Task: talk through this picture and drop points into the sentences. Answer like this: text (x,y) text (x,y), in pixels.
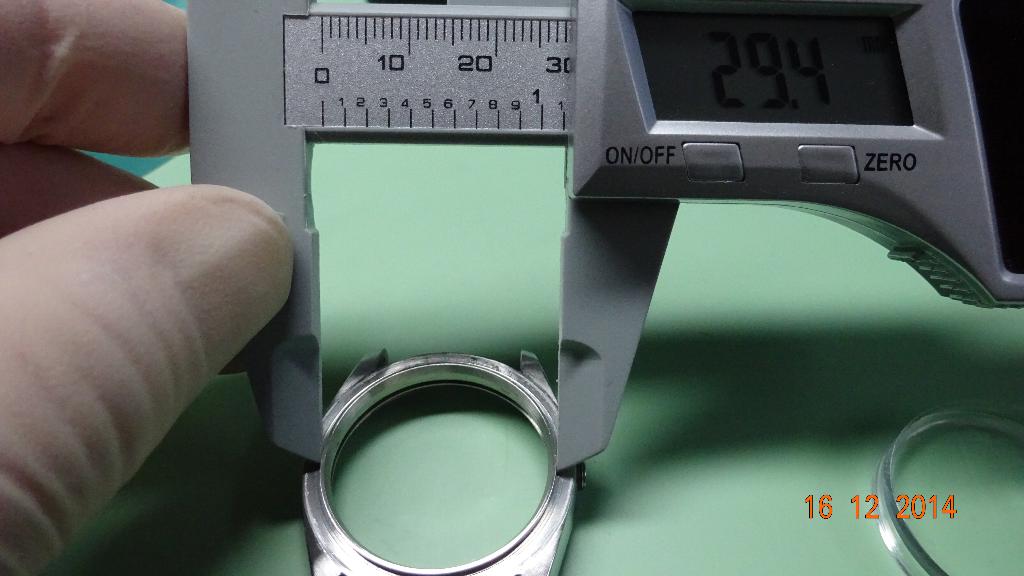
In the image there is a person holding vernier calipers (668,37) measuring diameter of a ring (488,370) on a table (724,424).
